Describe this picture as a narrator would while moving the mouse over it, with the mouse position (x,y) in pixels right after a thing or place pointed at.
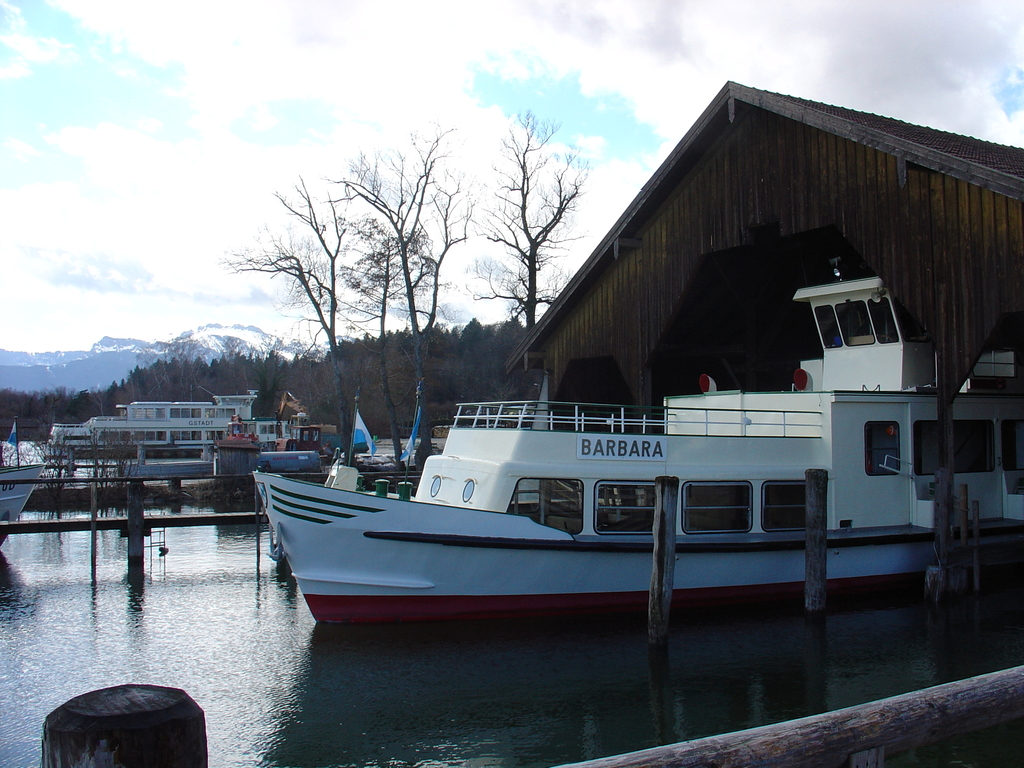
In this image in the front (531,663) there is water (520,700) and on the water (511,691) there is a boat (759,480) with some text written on it. In the background (336,401) there are trees (369,362), there are mountains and there is a boat (151,436). On the left side (18,473) there is an object (10,498) which is white in colour and on the object (18,487) there is a flag (14,433). On the right side (829,236) there is a shelter (818,216) and the sky (289,156) is cloudy. In the front (810,750) there is a railing (923,727).
